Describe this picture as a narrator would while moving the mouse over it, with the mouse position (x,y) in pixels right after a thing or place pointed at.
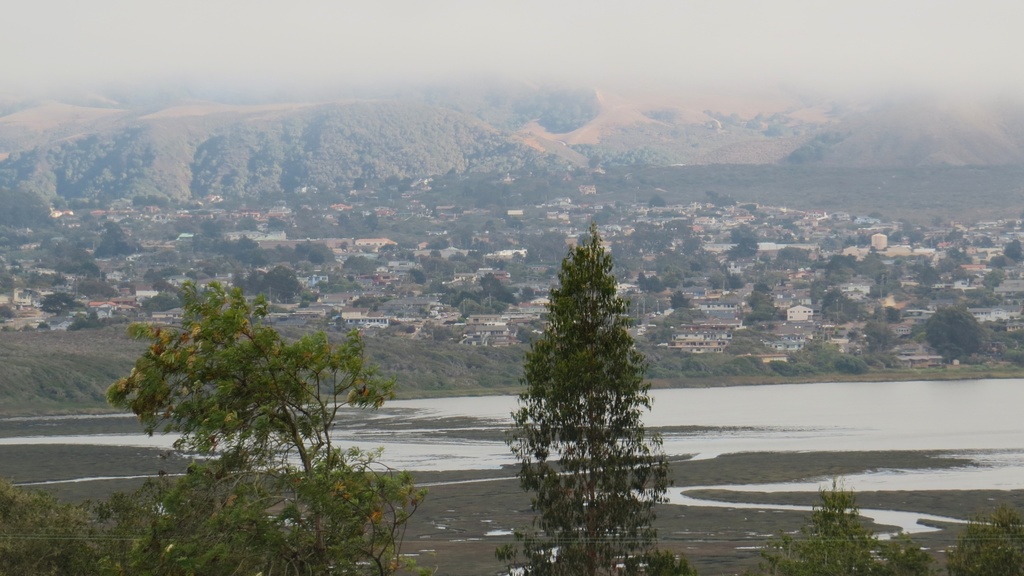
In the foreground of the image (1010,542) we can see a group of trees (143,541), water (381,462). In the background (737,316), we can see a group of buildings (534,271), mountains (431,167) and the sky (399,48).
